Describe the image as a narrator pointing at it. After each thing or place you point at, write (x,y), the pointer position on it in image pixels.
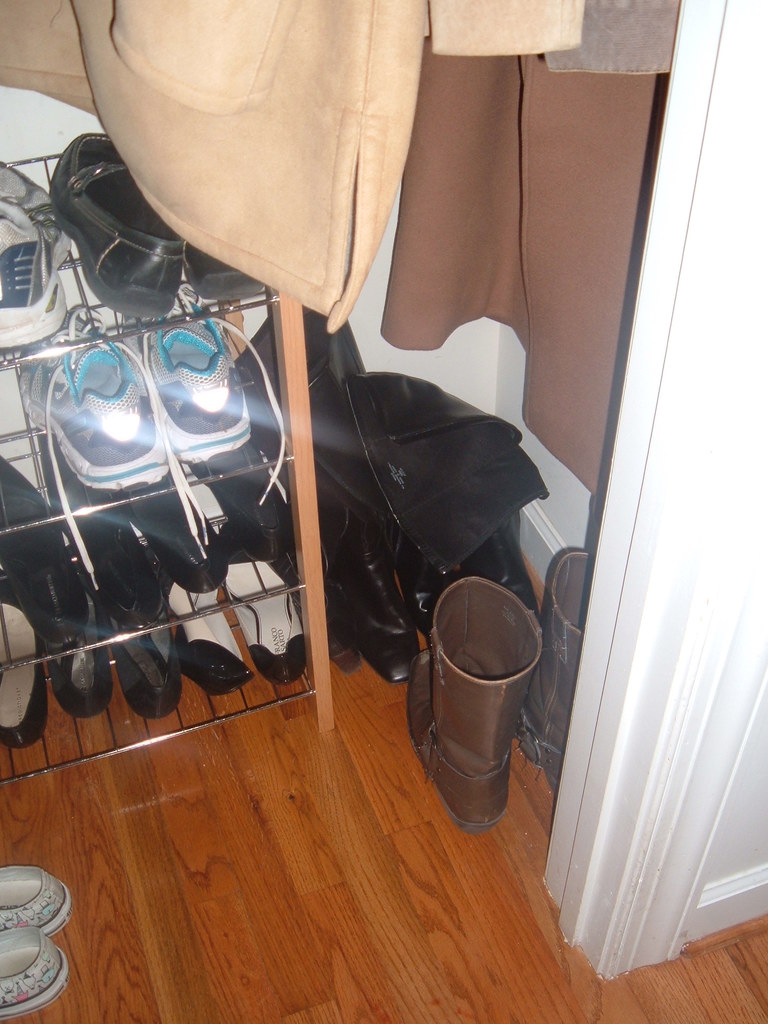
This picture is taken inside the room (728,912). In this image, on the right side (691,542), we can see a white color door (738,628). On the left side (4,959), we can see the shoes (34,959). In the middle of the image (511,630), we can see shoes (208,414) and shoe stand (310,615). In the middle of the image (396,500), we can see black color. At the top (376,22), we can see a jacket (485,148).
